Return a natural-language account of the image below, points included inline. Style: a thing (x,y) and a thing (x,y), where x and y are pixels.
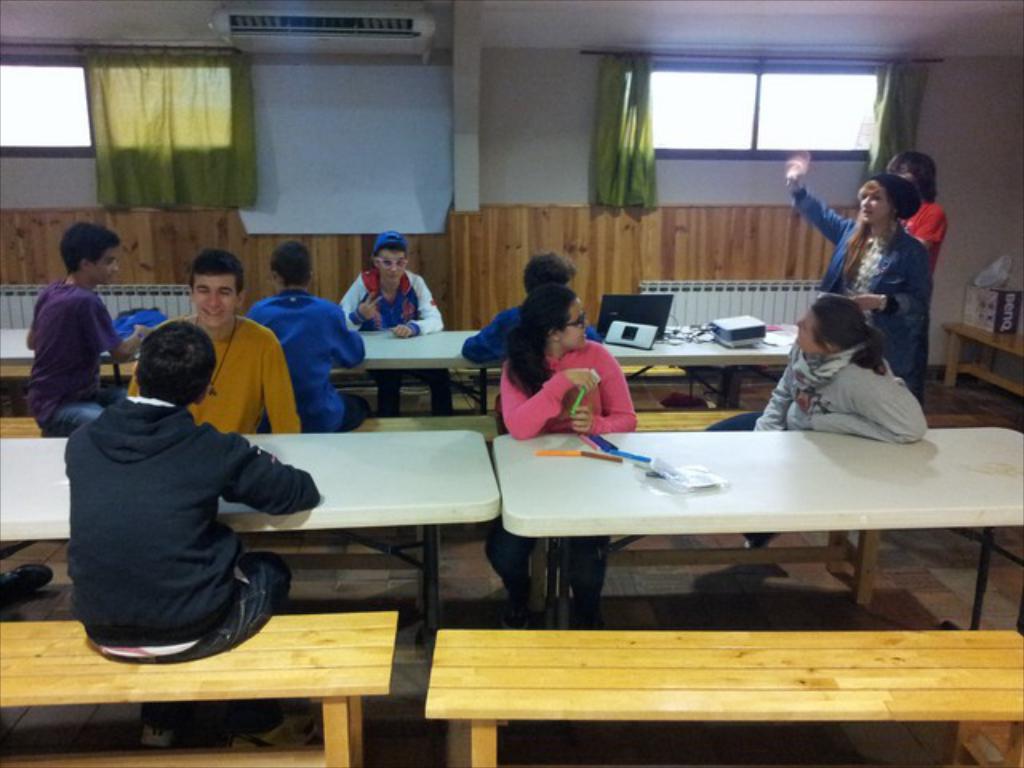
There are group of persons (341,397) sitting on a bench (370,428) and there is a white table (269,447) in front of them and there are two persons (897,219) standing in the right corner (907,224).
